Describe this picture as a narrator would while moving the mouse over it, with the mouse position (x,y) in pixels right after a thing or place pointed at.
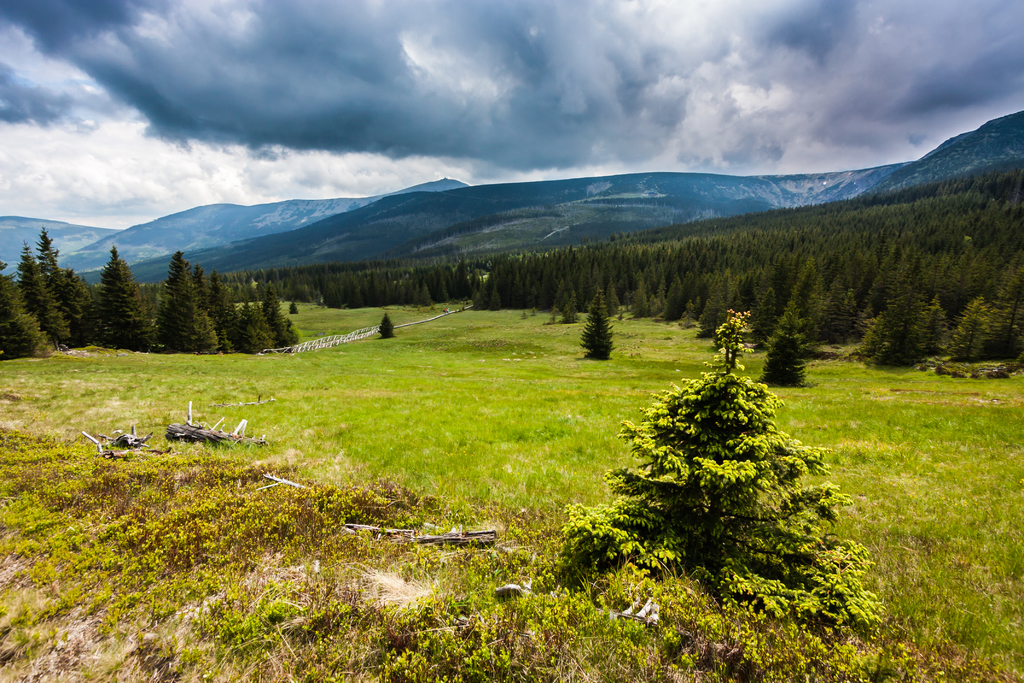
In this image, we can see some grass (893,376), plants (546,560), trees (390,273), mountains (270,241). We can see the ground (563,457) with some objects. We can also see the sky (492,49) with clouds (476,111).
